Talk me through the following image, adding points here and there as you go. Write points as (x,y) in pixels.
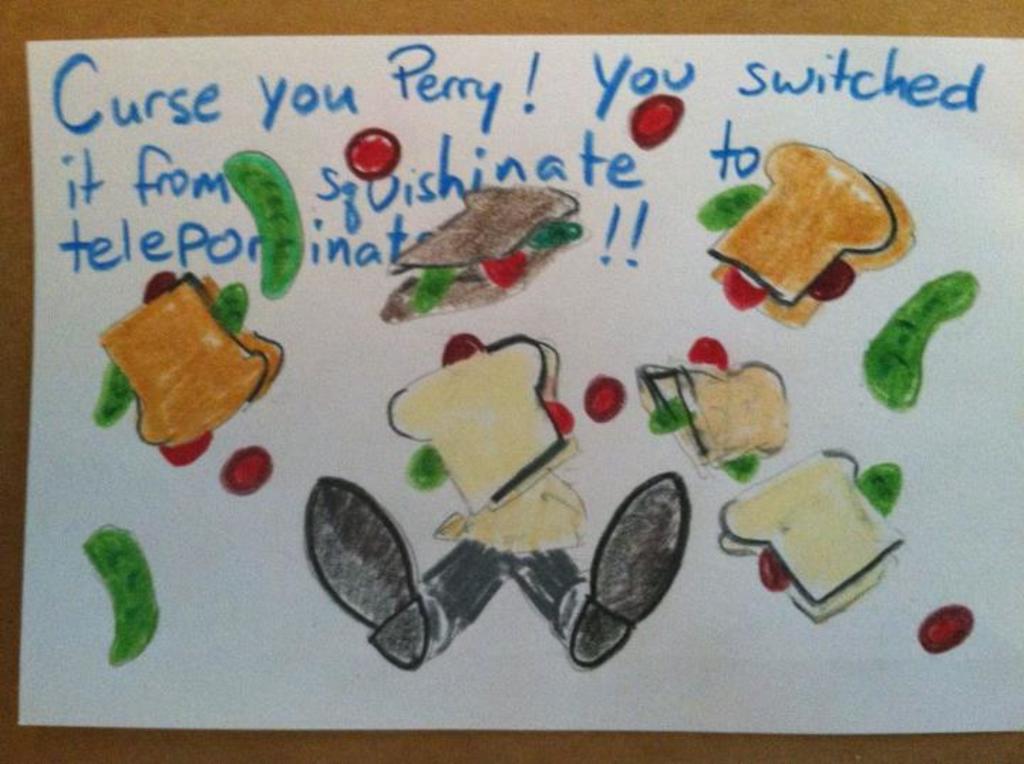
In this image we can see a drawing (853,573) on the white paper (821,437) which includes some text (151,107) and images (453,281).
